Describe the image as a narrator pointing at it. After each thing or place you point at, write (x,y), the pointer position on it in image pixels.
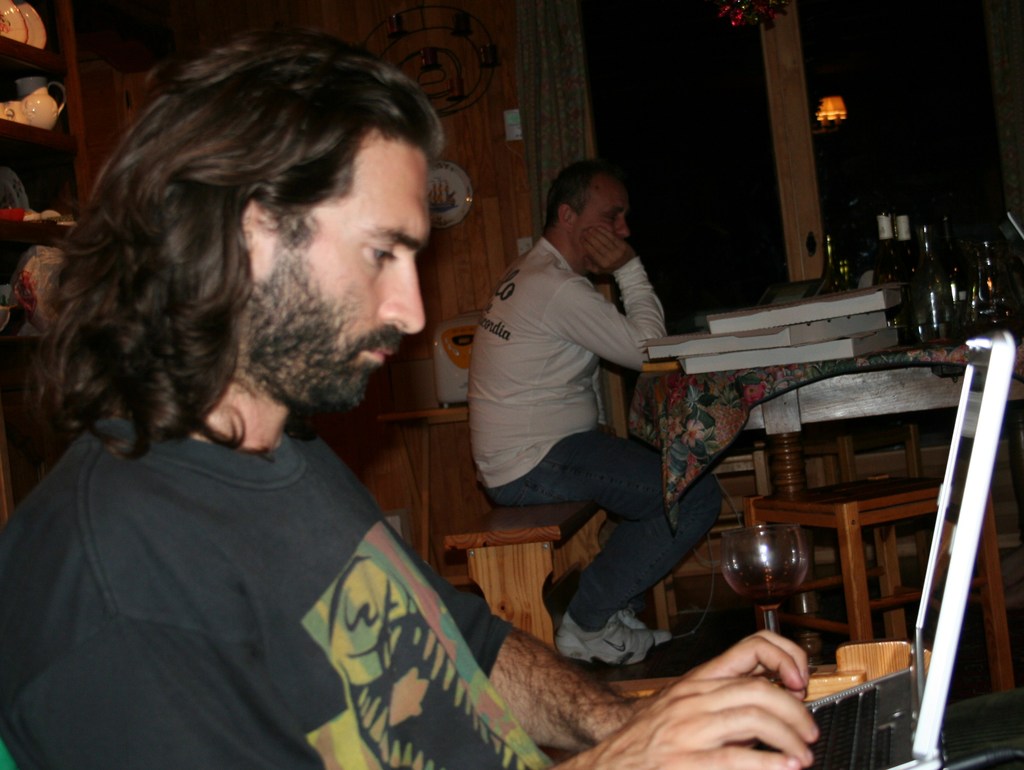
This image consists of two men (640,303). In the front (187,598), we can see a man (97,679) wearing a black T-shirt (138,725) is using a laptop (906,747). On the left (22,51), there is a rack (24,194) in which we can see the crockery (34,32). In the background (902,368), there is a dining table (829,388). On which there are bottles (873,282) and glasses (988,289) kept. In the background (564,158), we can see a window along with curtain (528,170) and the wall (482,182) which is made up of wood (464,424).
